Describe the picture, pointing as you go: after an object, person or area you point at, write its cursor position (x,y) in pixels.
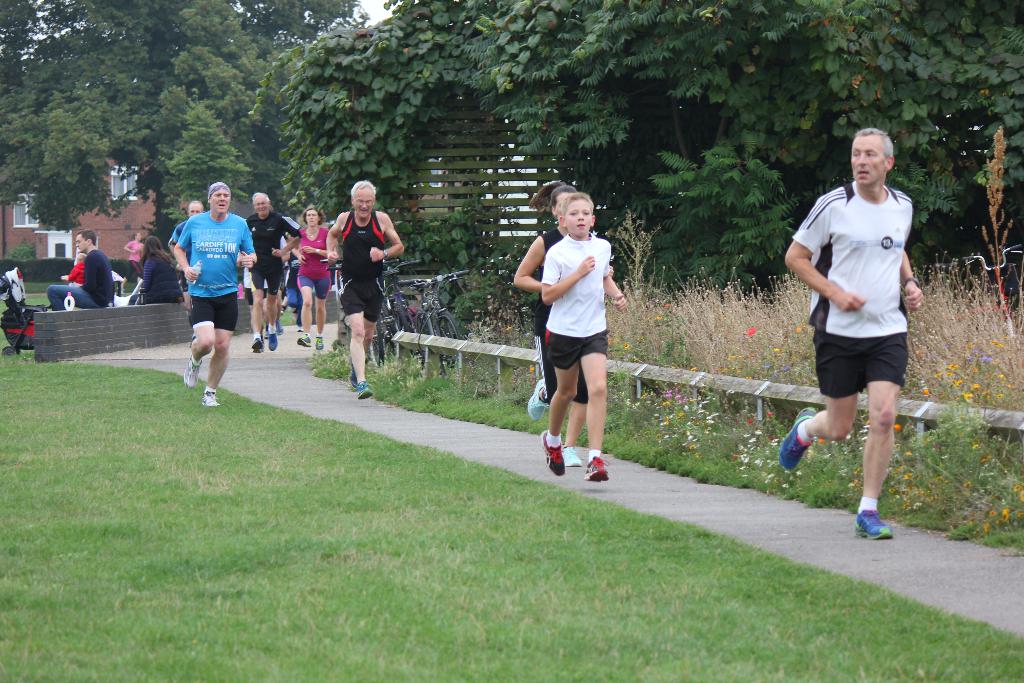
In this picture there are group of people (872,348) running. At the back (142,95) there is a building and there are trees (704,247) and there is a railing (976,408) and there are flowers (902,447) and plants (947,478) and there are bicycles (397,318). On the left side of the image (65,293) there two people (90,283) sitting on the wall (57,356) and there is a baby stroller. At the top (361,12) there is sky (374,6). At the bottom (333,490) there is grass (441,550) and there is a pavement (767,504).
